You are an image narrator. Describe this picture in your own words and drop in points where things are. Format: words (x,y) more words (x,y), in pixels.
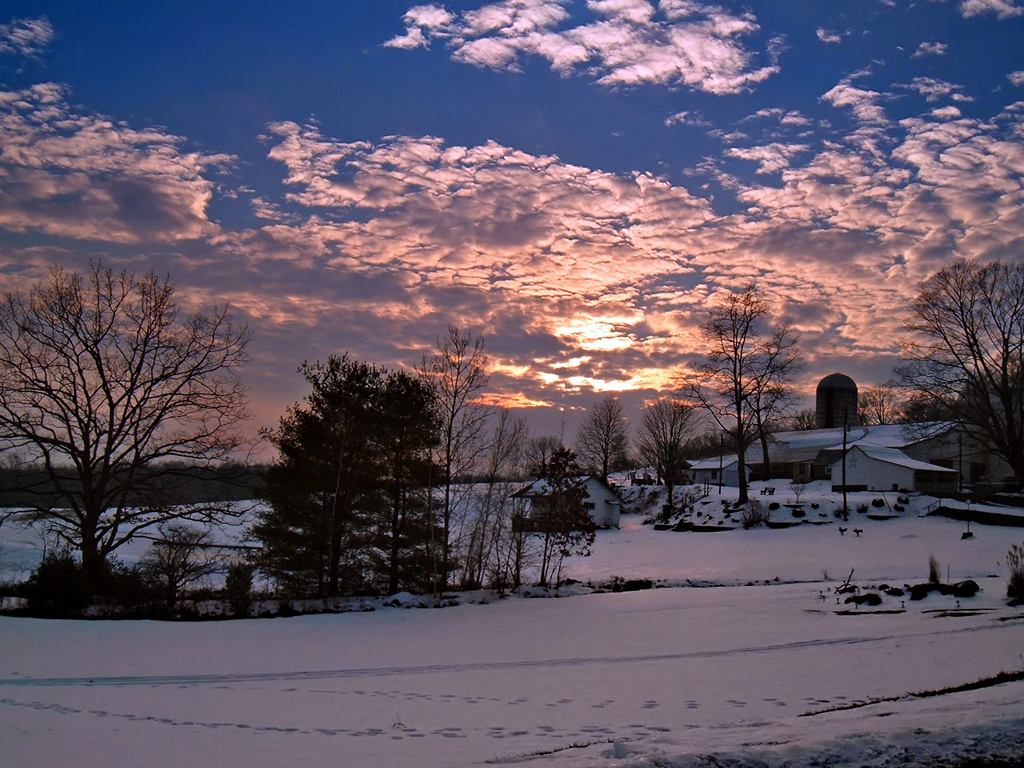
At the bottom of the image (7,631) there is snow (976,678). In the middle of the image (350,386) there are some trees (709,427) and poles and buildings (984,480). At the top of the image (103,182) there are some clouds (478,270) and sky (904,88).
